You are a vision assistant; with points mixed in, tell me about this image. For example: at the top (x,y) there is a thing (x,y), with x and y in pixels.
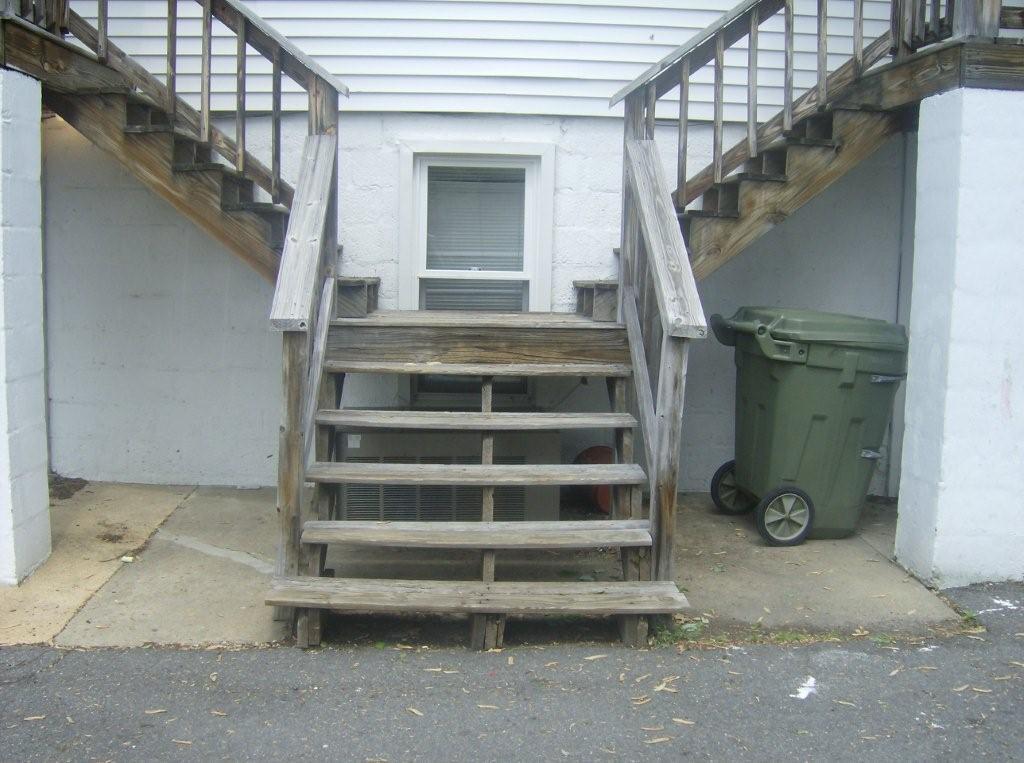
There is a road (620,687). Beside this road (572,693), there are wooden steps (459,472) having wooden fences (276,158) on both sides. These wooden steps (441,364) are of a building (777,15) which is having white wall (305,40). On the right side (868,326), there is a dustbin (854,368).
